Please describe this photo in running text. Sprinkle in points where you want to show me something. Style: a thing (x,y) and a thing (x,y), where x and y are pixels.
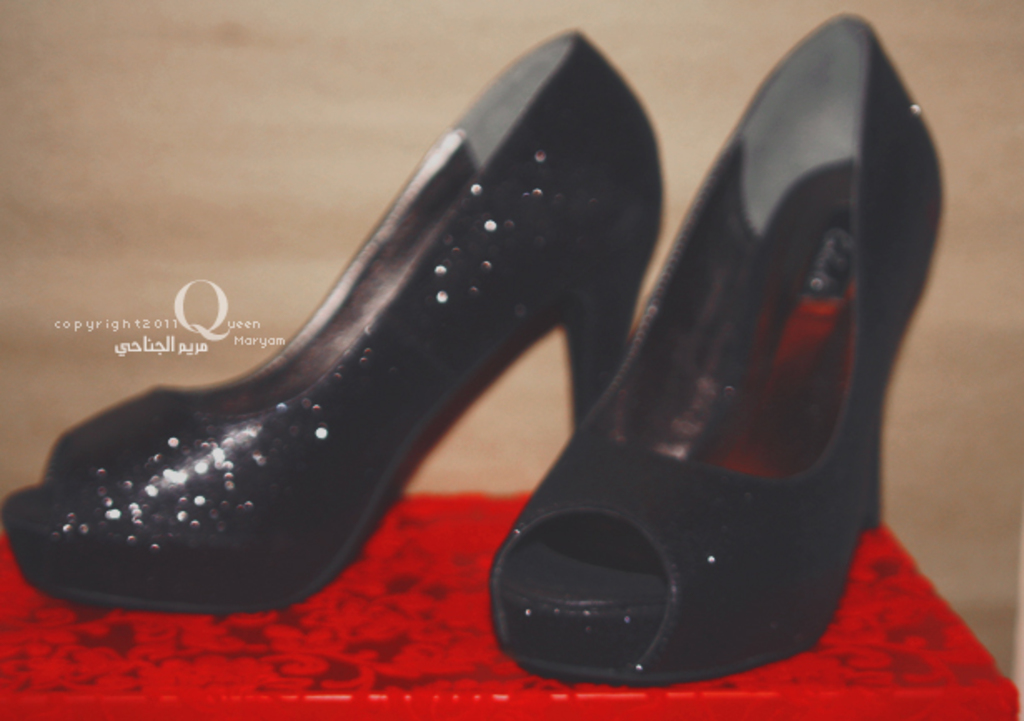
In this image we can see one pair of black color footwear (599,504) on the red object (423,617), some text (231,308) on the left side of the image (263,330), it looks like a wall (72,153) in the background (165,179) and the image is blurred.
